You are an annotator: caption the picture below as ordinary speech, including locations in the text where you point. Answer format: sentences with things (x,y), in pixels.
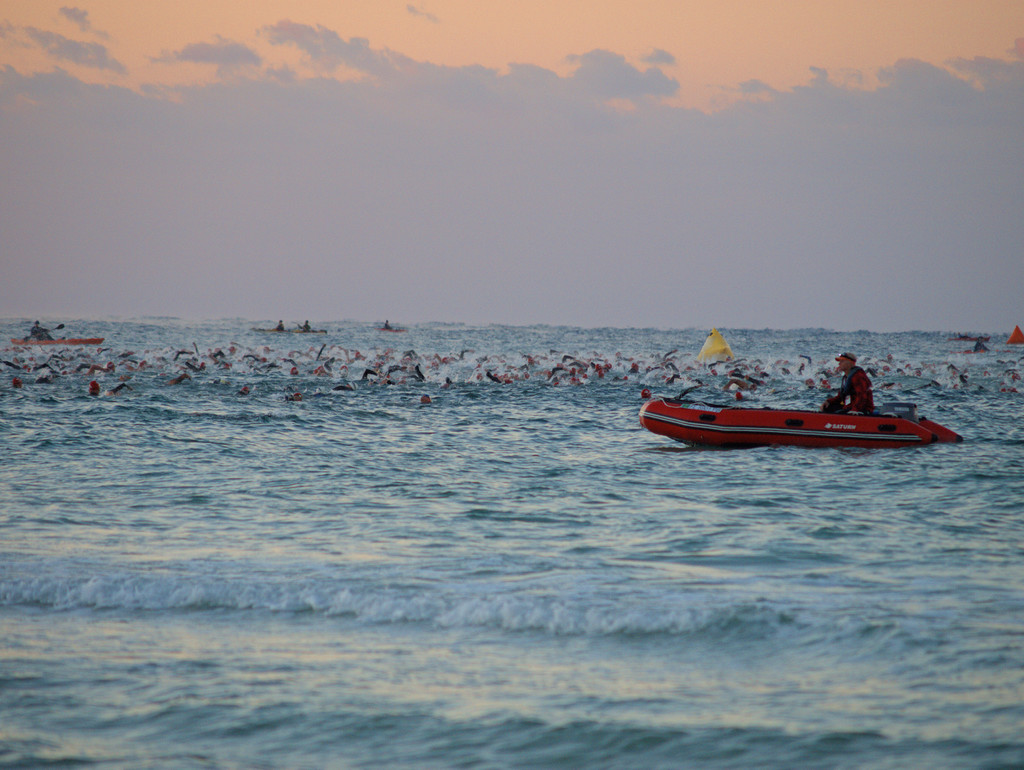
In this image we can see a few boats (696,434) on the water (673,465), there are many people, among them some are swimming in the water (730,339) and some are on the boats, in the background (471,252), we can see the sky (459,183) with clouds (453,171).
